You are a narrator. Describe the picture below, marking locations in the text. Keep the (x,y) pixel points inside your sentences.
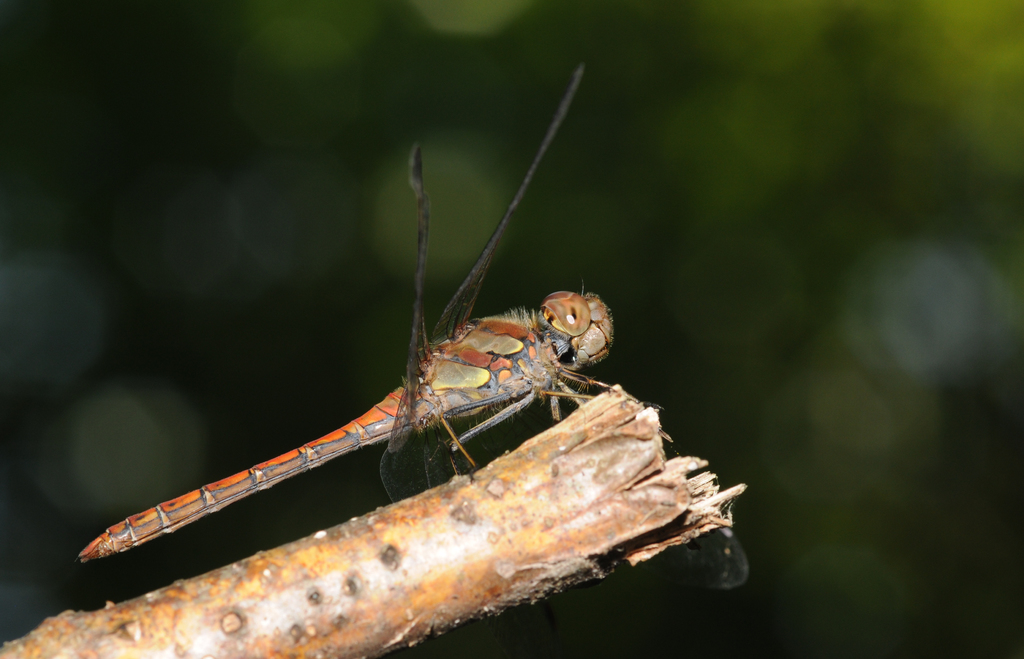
This is an insect (453,448) on the wood (539,531).
